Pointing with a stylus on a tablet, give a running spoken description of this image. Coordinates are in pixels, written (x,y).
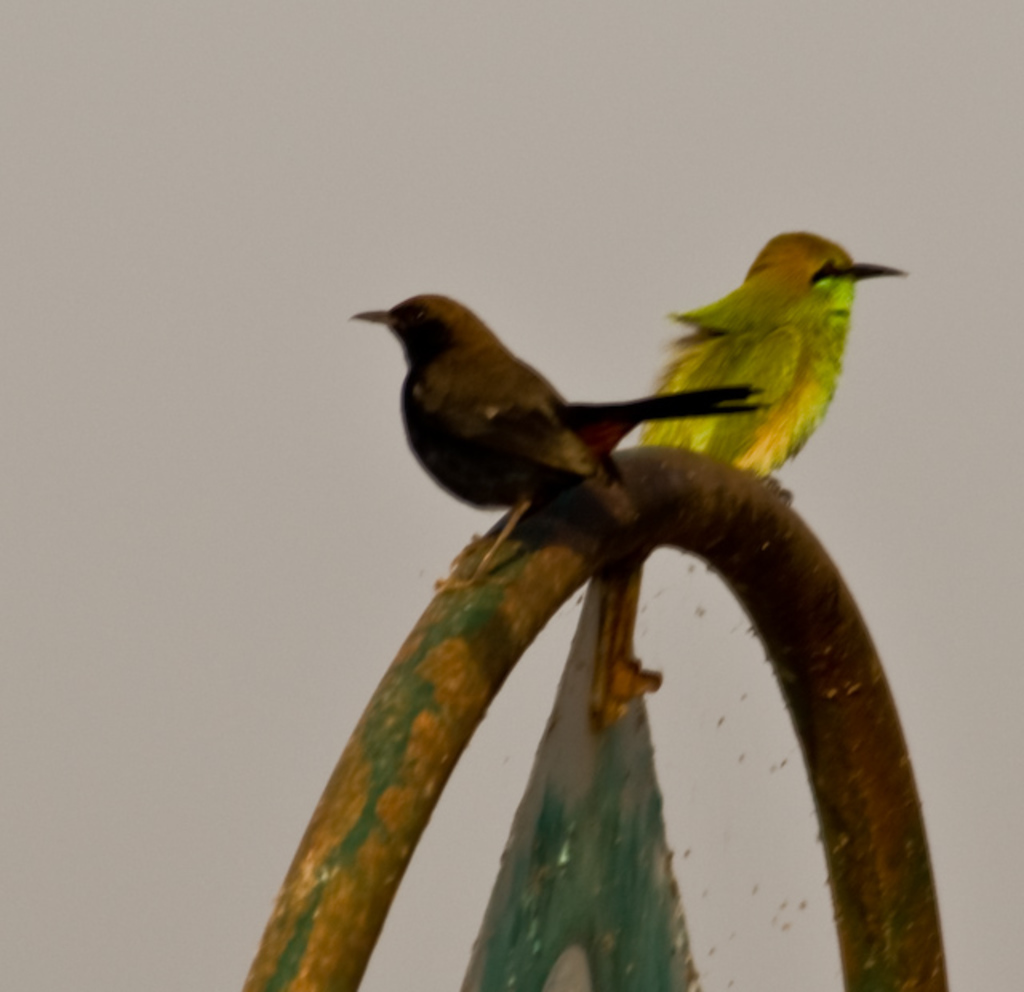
In this image there are two birds (577,416) on the circular iron pole (433,701).
